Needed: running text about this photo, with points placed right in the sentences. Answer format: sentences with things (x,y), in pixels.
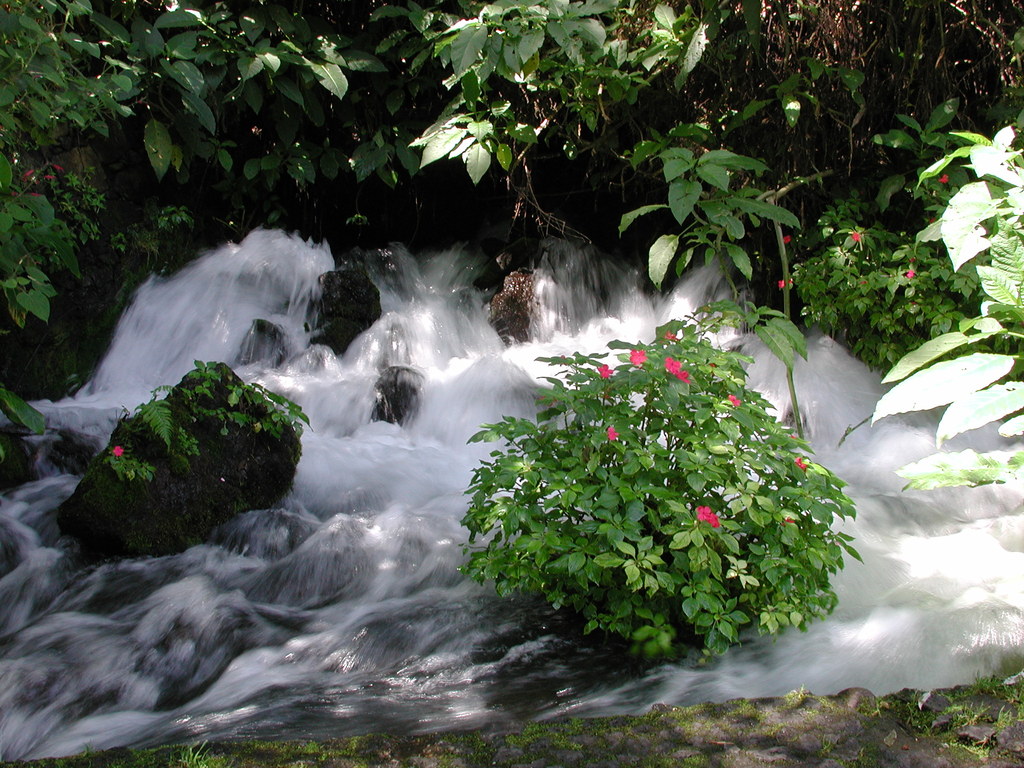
In this image, we can see waterfalls (455,311), trees (676,187) and there are plants (663,371) with flowers (701,516).
